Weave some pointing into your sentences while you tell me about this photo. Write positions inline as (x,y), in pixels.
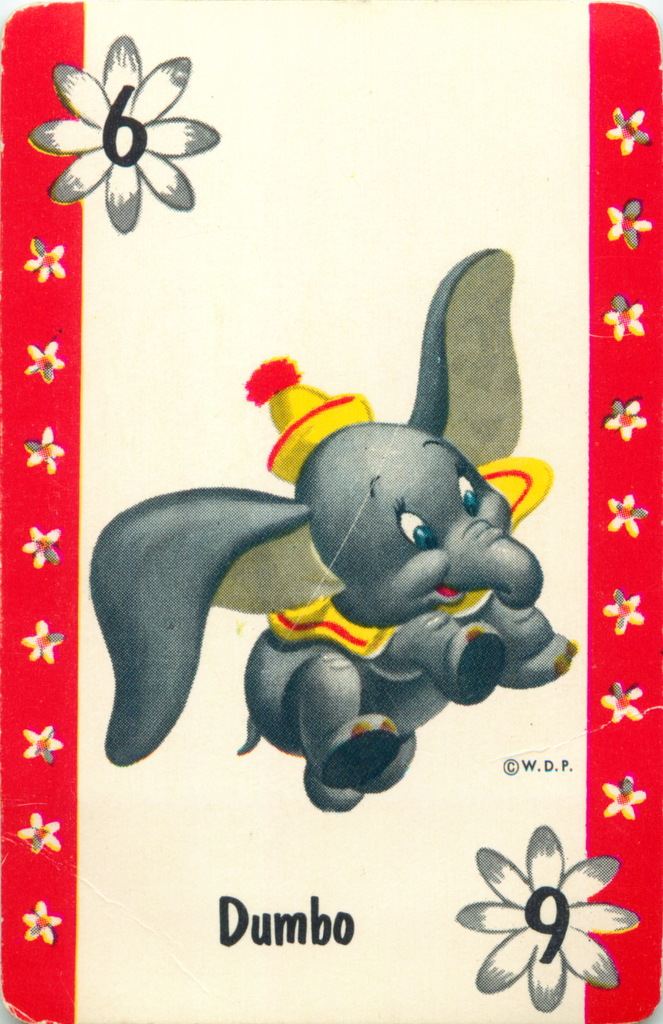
In this image I can see a cartoon (371,613) of an elephant (395,547). I can also see flowers design (514,902) and something written on the image.
